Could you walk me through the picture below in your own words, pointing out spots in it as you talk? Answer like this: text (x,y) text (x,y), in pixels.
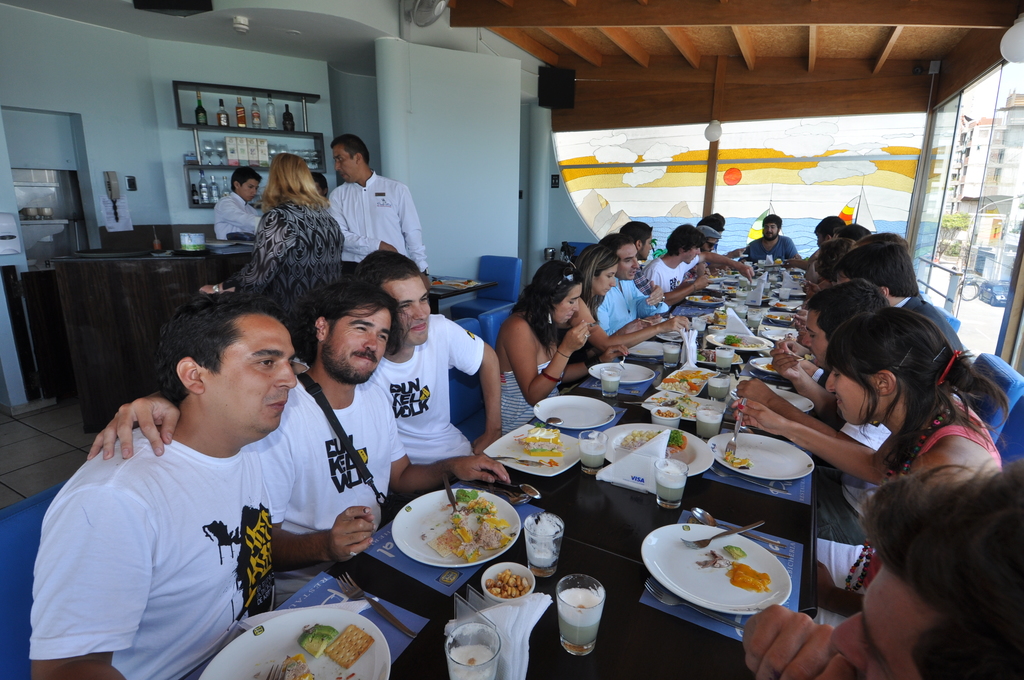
In the foreground of this image (590,666), there are persons (177,499) sitting near tables (607,587) on the chairs (1008,406) and there are platters (616,363) with food (512,576), glasses (604,600), cups (490,573), tissues (613,466), spoons (698,517), forks (709,544), table mats (750,532) are on the table (689,497). In the background (323,187), there are persons (309,188) standing near a desk (148,310), few bottles (206,193) in the shelf (221,139), wall (95,39), wooden ceiling (502,17) and the glass wall (799,191).
